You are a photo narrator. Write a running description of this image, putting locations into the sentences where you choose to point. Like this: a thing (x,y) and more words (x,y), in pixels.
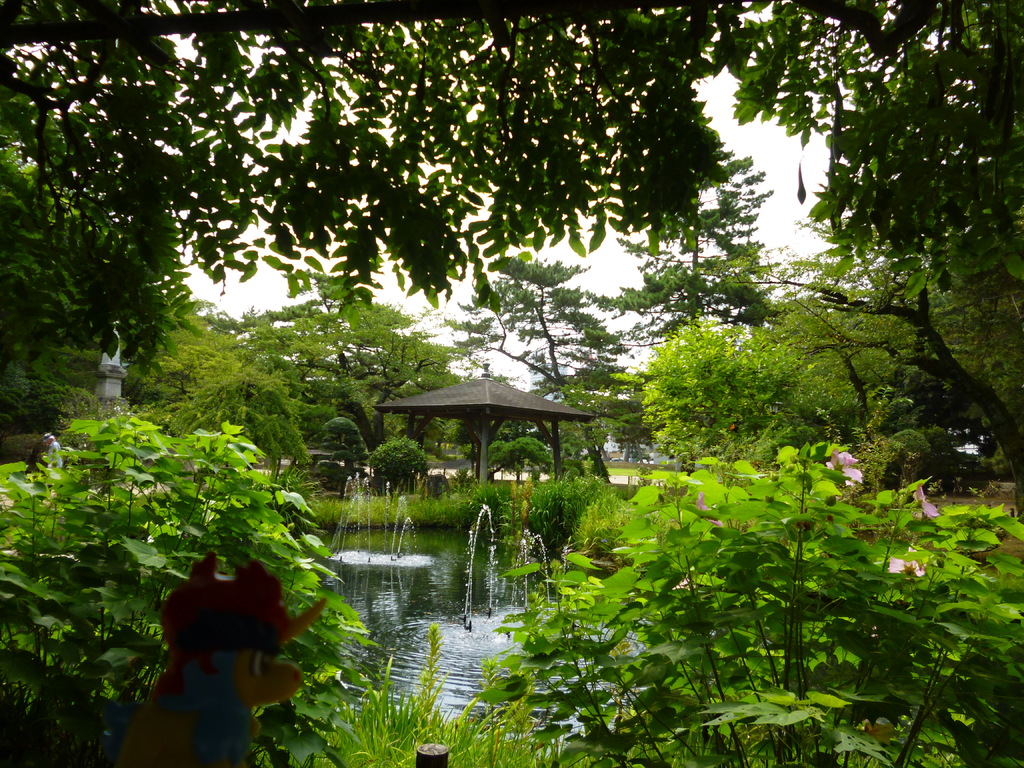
In this picture we can see some trees (348,277), at the bottom (449,579) there is water (452,563), we can see a gazebo (505,411) here, there is sky (796,144) at the top of the picture (780,133).
